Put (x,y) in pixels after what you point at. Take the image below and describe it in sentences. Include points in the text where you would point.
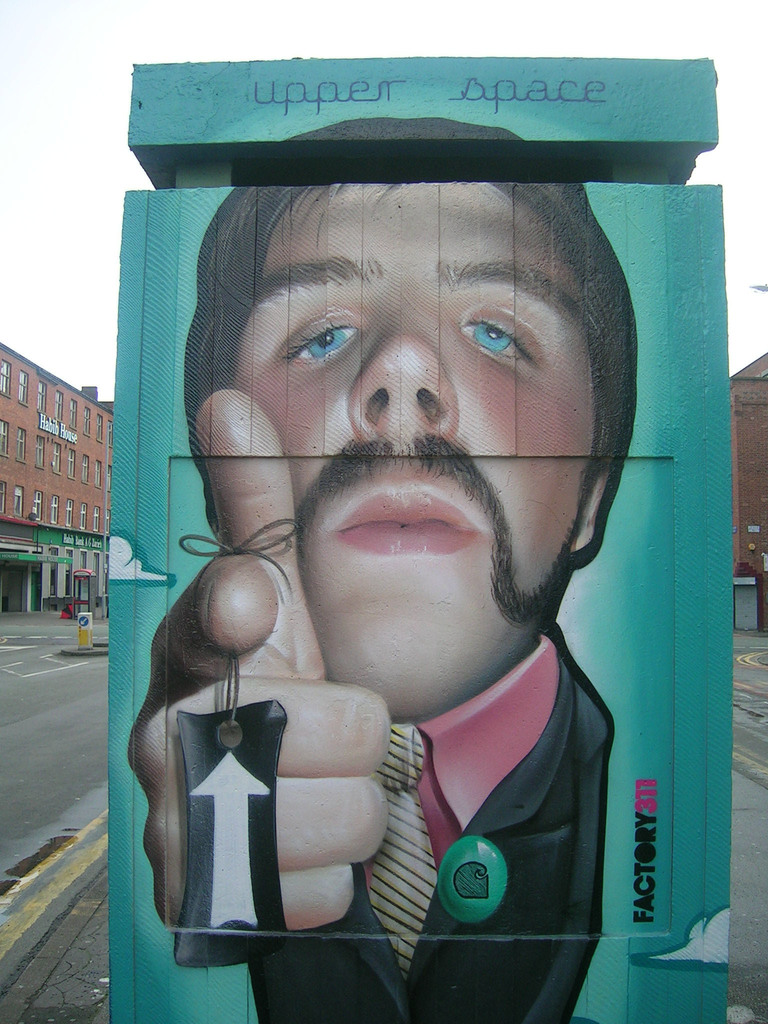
In this image I can see a green colour board (134,819) in the front (119,660) and on it I can see depiction painting (210,459) of a man (546,464). On the top of it and right side of it I can see something is written. In the background (33,534) I can see few roads (23,731) and few buildings (7,524).
